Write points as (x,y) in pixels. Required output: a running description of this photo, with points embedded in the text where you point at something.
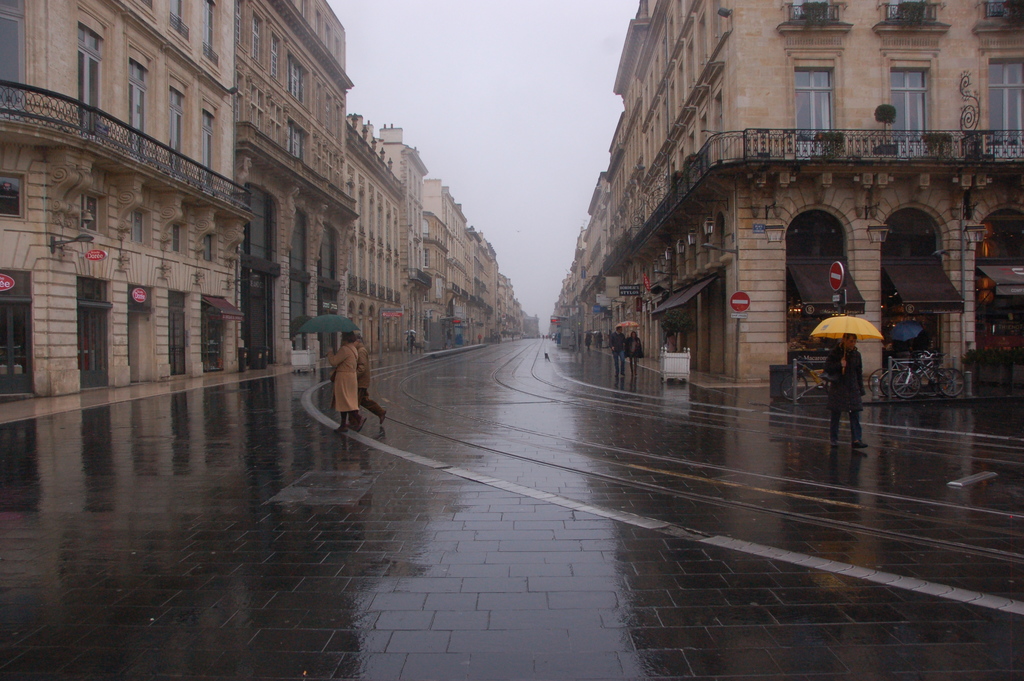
In this image I can see few persons (344,369) walking on the road (599,390) holding umbrellas (821,333) in their hands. I can see few bicycles (933,381), few buildings (404,270) on the both sides of the road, the railing (948,139), few trees (933,150), two sign boards (835,283) and few windows (835,244) of the building (72,70). In the background (404,120) I can see the sky (506,165).
